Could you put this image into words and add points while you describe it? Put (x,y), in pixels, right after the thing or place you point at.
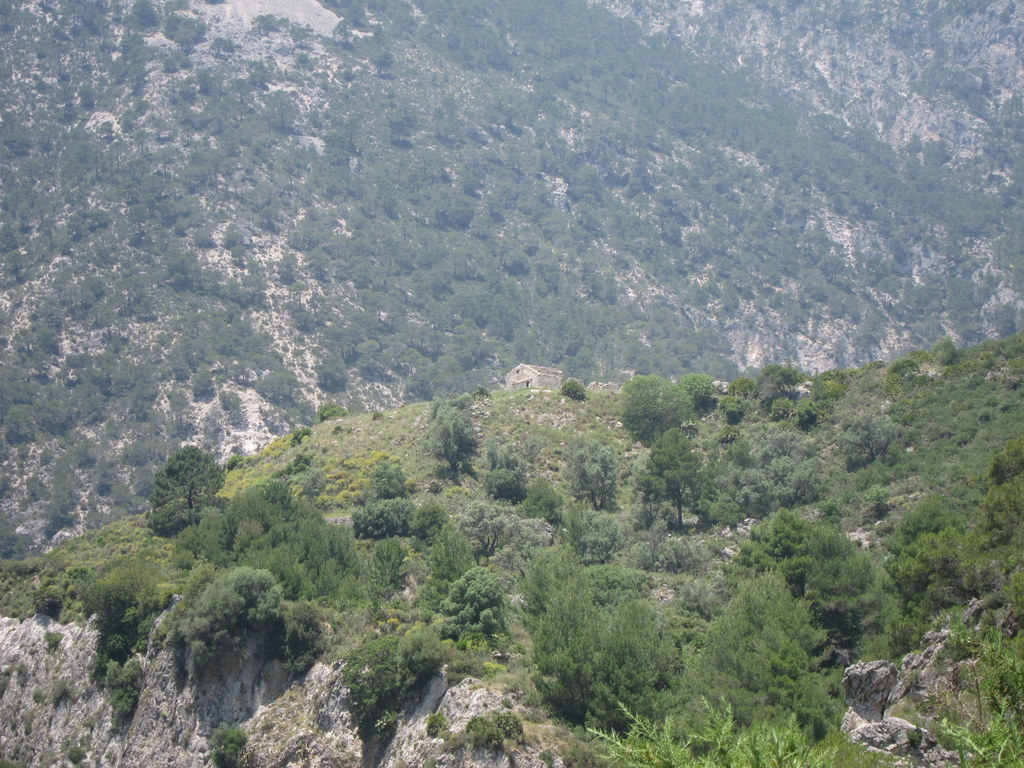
This picture is clicked outside. In the foreground (608,683) we can see the plant (594,565) and the grass (537,441). In the center (543,374) there is an object (519,385) seems to be the hut (531,377). In the background (267,30) we can see the hills (220,258) and the plants (475,352).
